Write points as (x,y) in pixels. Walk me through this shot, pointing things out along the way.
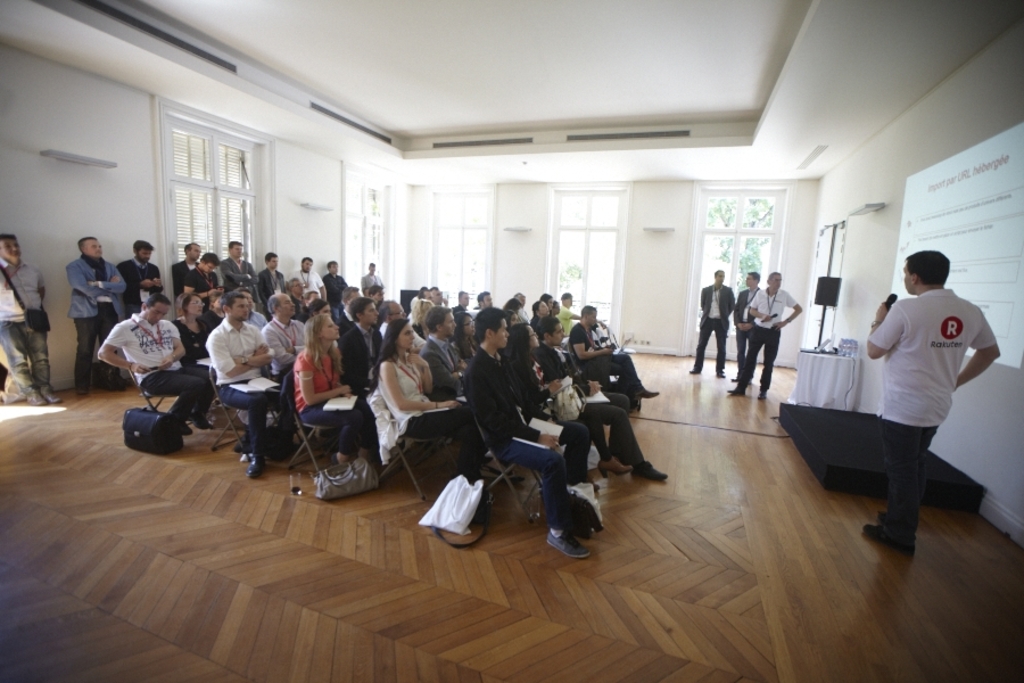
In this image we can see few people (535,397) are sitting on the chairs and there are few people (763,315) standing on the floor (737,654). Here we can see bags (480,518), plastic covers (465,510), and a glass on the floor (313,576). There are walls (279,228), doors (731,242), ceiling (693,57), tablecloth (848,387), laptop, speaker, screen (1023,125), and objects (802,427).
